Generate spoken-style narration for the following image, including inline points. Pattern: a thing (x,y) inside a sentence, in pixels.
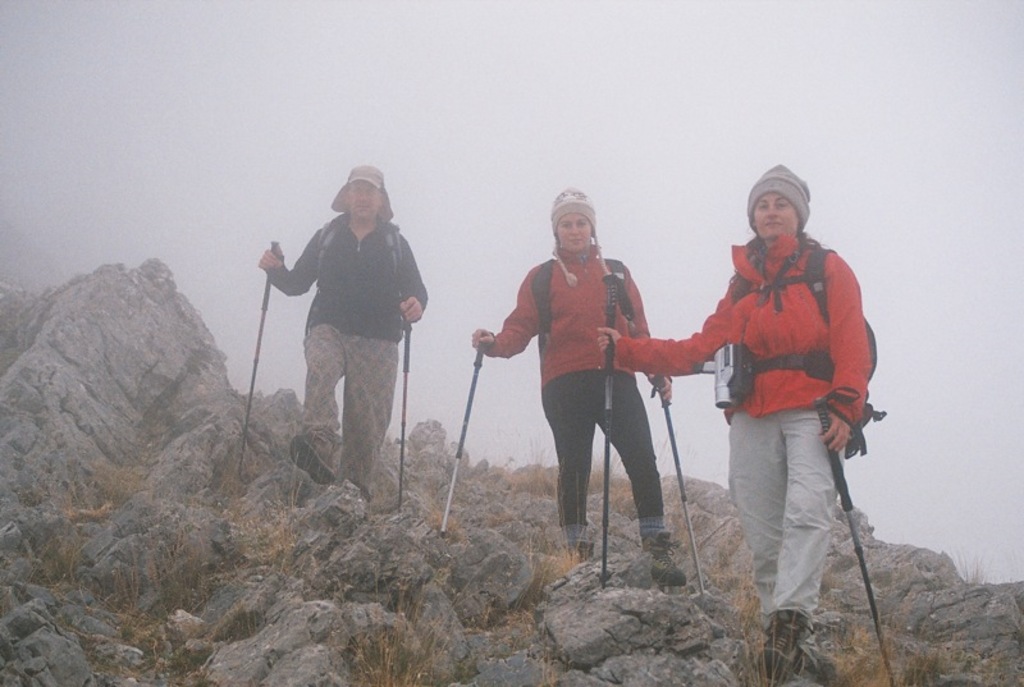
In this image there are three persons (554,346) who are standing, and they are holding some sticks (403,392) and they are wearing caps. At the bottom (228,505) there are some rocks (447,557) and grass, and in the background (560,116) there is fog (933,229).
